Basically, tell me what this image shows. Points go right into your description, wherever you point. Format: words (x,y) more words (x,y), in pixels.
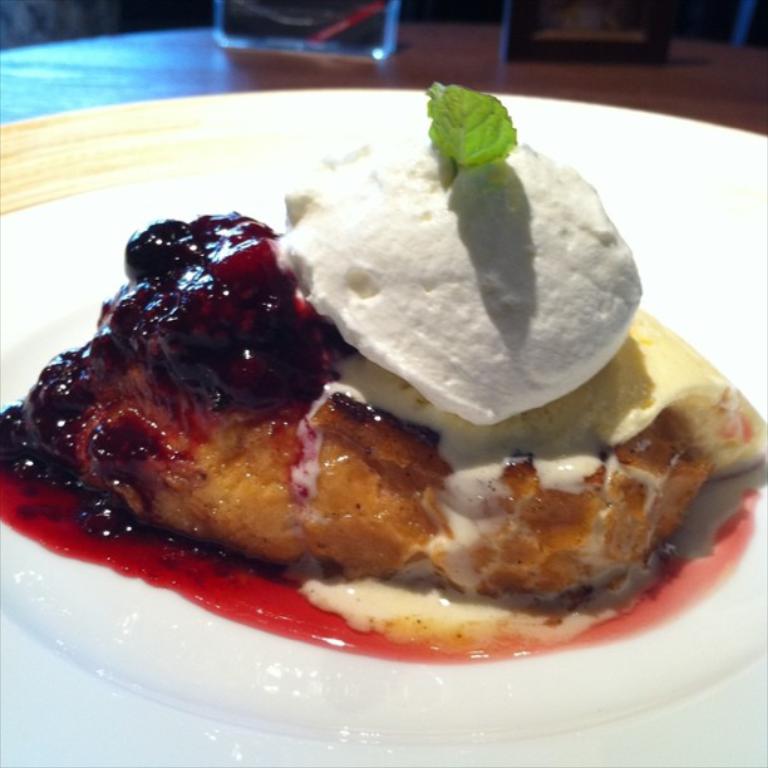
In this picture there is a food (450,539) on the plate (5,599). There is a glass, board (535,52) and plate (143,215) on the table (645,70).
